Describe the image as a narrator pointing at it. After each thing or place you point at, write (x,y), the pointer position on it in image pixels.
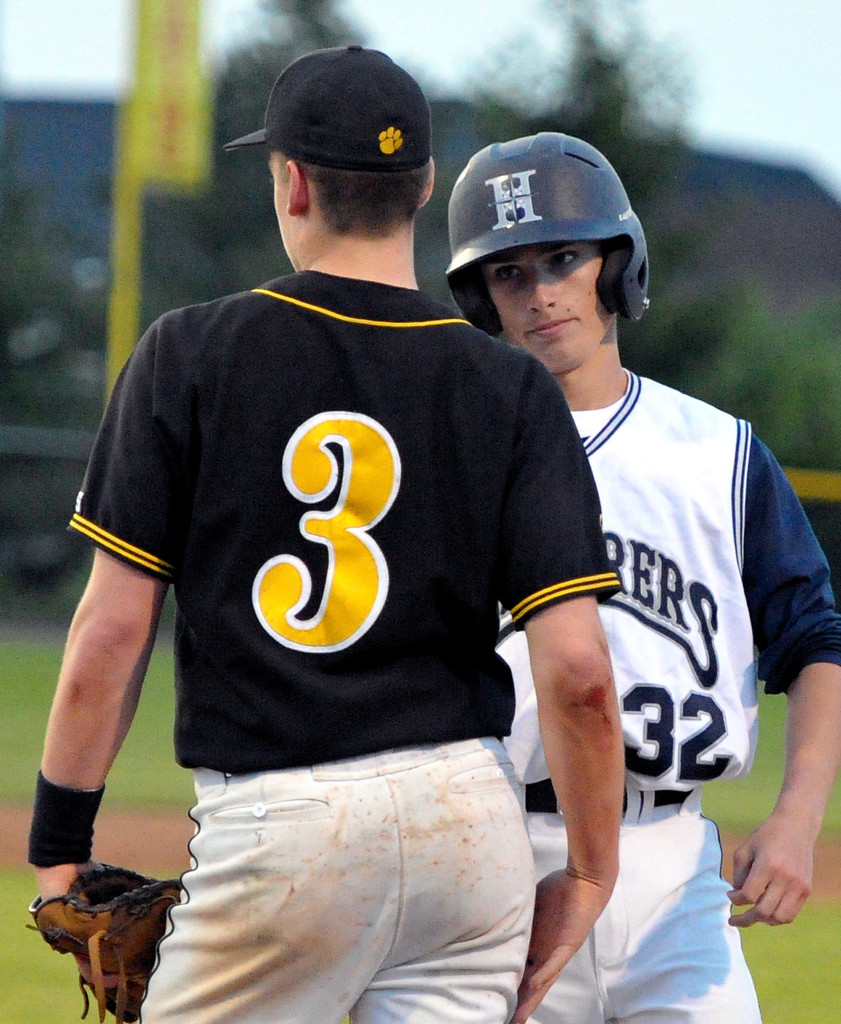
In this picture there are two men (474,490) standing, among them one man (760,1023) wore helmet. In the background of the image (812,945) it is blurry and we can see grass (820,937), trees (830,343) and sky (807,27).
